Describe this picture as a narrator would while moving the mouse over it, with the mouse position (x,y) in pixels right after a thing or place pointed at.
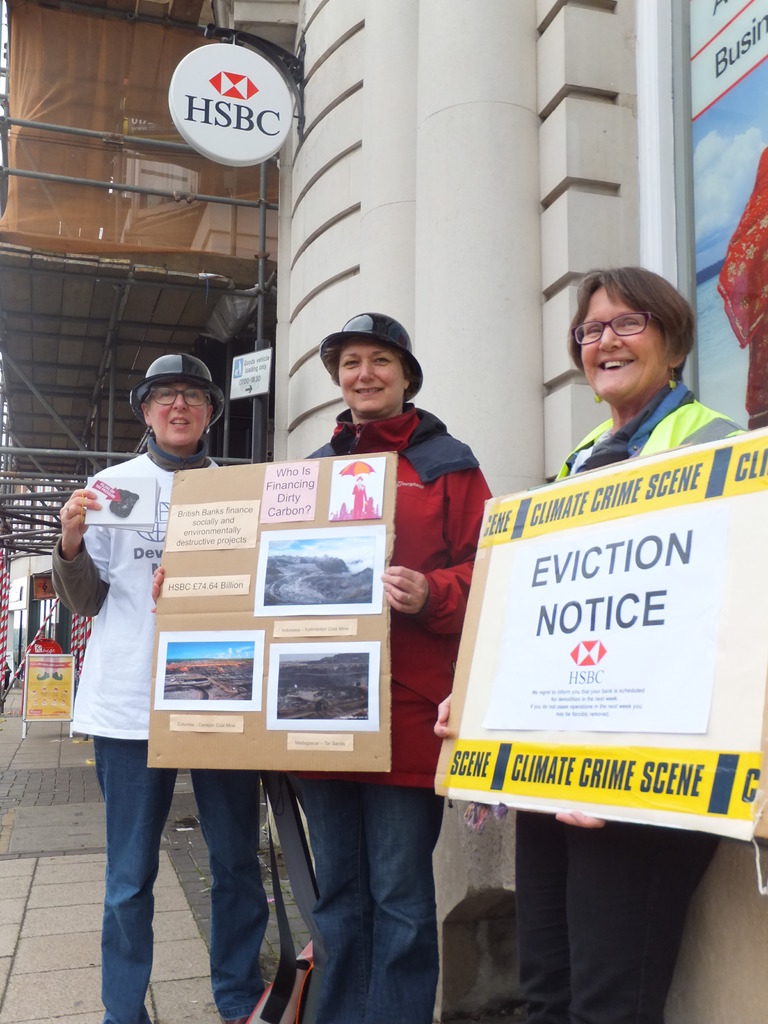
In this image people (377,837) are standing by holding the banners (362,624). At the background (319,291) there is a building (159,134). At the left side of the image (46,682) there is a board (56,688).
